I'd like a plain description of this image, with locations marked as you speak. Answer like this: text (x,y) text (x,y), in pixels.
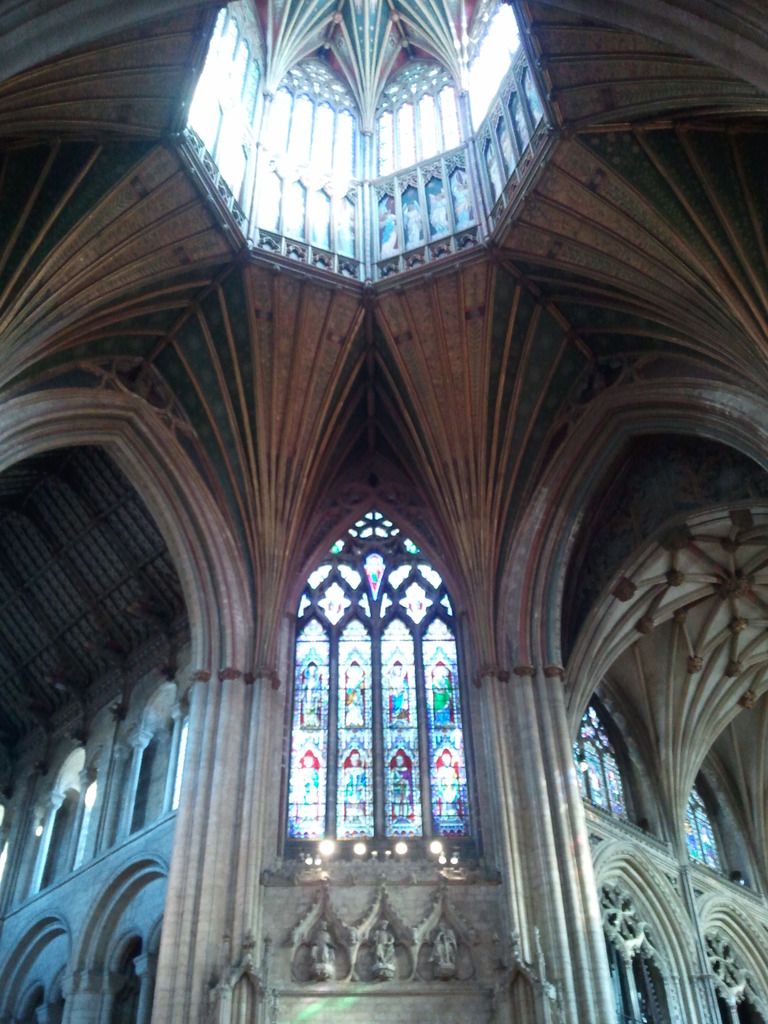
In this picture we can see a building (574,385) of arcs (107,898), pillars (228,846) and a window (357,621) with the persons paintings (363,708) on it and we can see some sculptures (333,954) over it and a light (242,94) at above the building (269,133) its look like a dome (361,157).
